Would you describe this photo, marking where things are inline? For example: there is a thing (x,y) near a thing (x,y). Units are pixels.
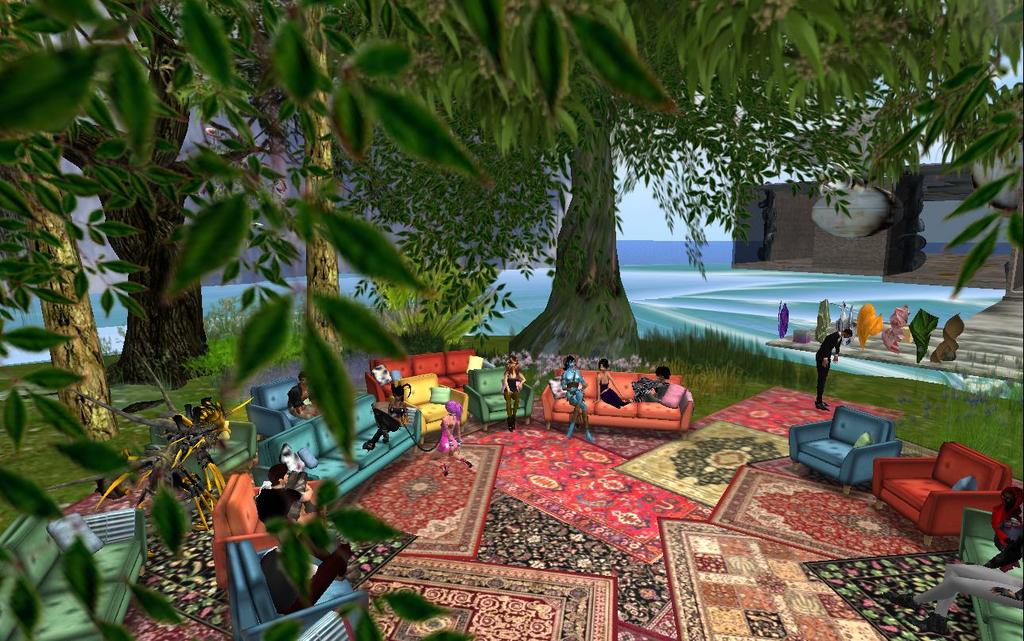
It is a graphical image. In this, We can see sofa (392,433). Few peoples (276,571) are sat on the sofa (629,418), chair (865,463). Here water (764,323), grass (706,346), tree (598,298), wall (786,241). Here we can see some showpiece (894,333). Human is standing here and floor mats (717,526). We can see pillows (55,530).
